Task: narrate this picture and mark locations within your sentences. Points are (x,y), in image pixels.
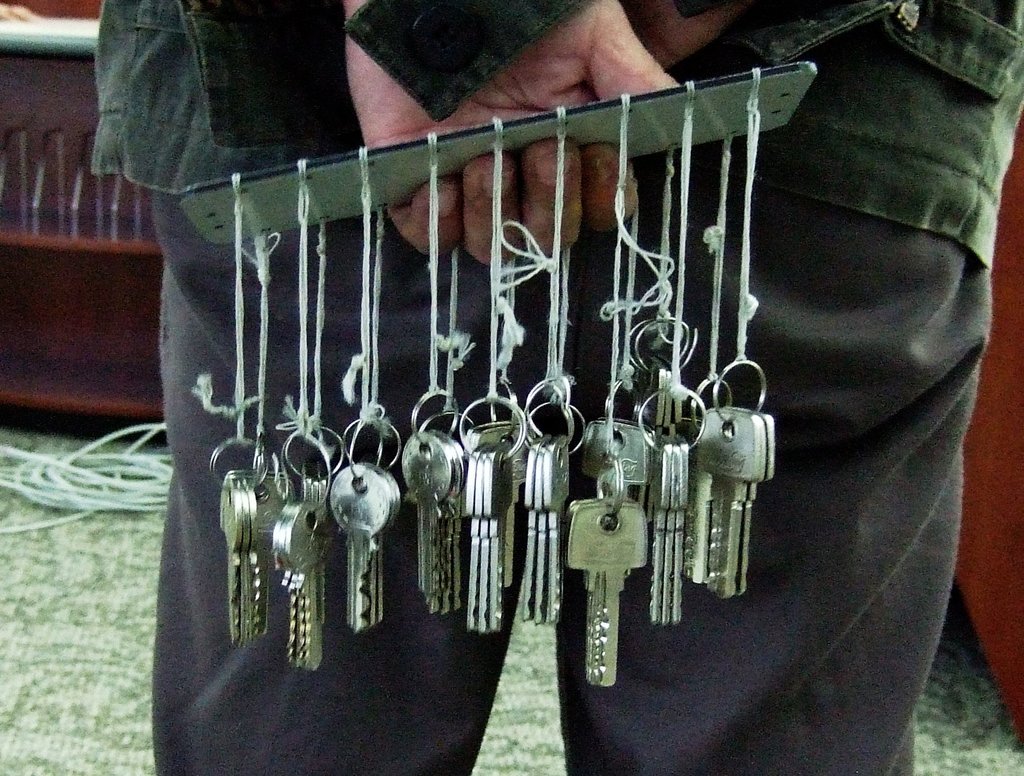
This picture is clicked inside. In the center (402,313) we can see a person (899,224) standing and holding an object (739,98) and we can see the keys (441,496) are hanging on that object (396,155). In the background (125,239) we can see the cable (67,461) and some wooden objects (96,273).
